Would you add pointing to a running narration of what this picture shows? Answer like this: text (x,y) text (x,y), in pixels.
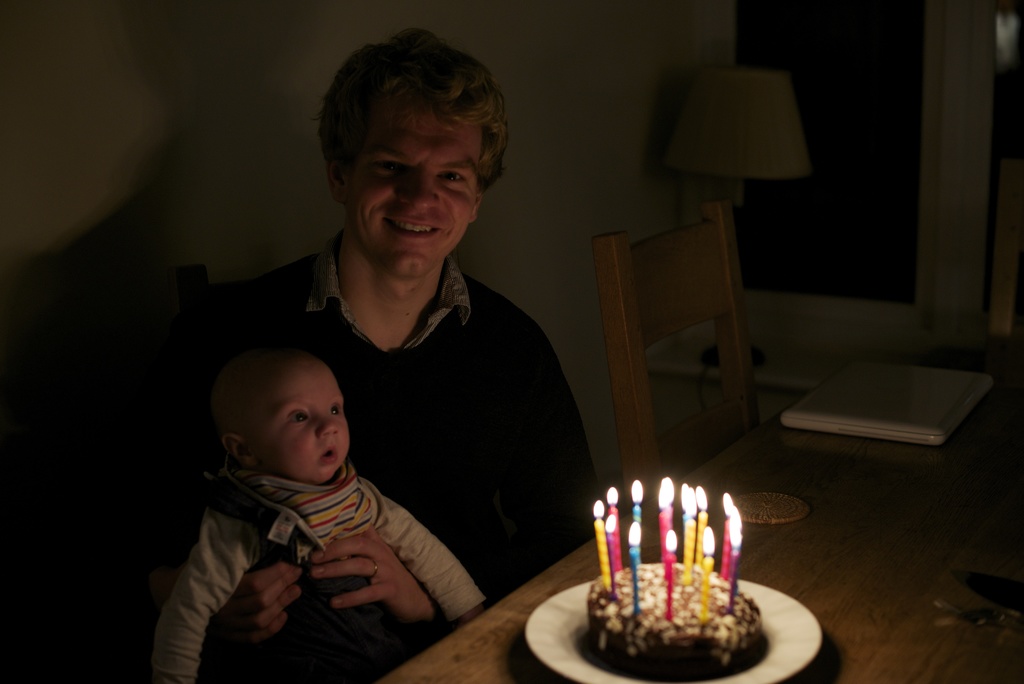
This is a picture taken in a room (484,376), there is a man (474,418) in black t shirt (444,423) holding a baby (316,492) in front of this man (434,445) there is a table (448,647) on the table (474,648) there is a plate (538,641), cake (653,636), candle (669,606) and laptop (840,392). Background of this man (333,256) is a white wall (182,94).
